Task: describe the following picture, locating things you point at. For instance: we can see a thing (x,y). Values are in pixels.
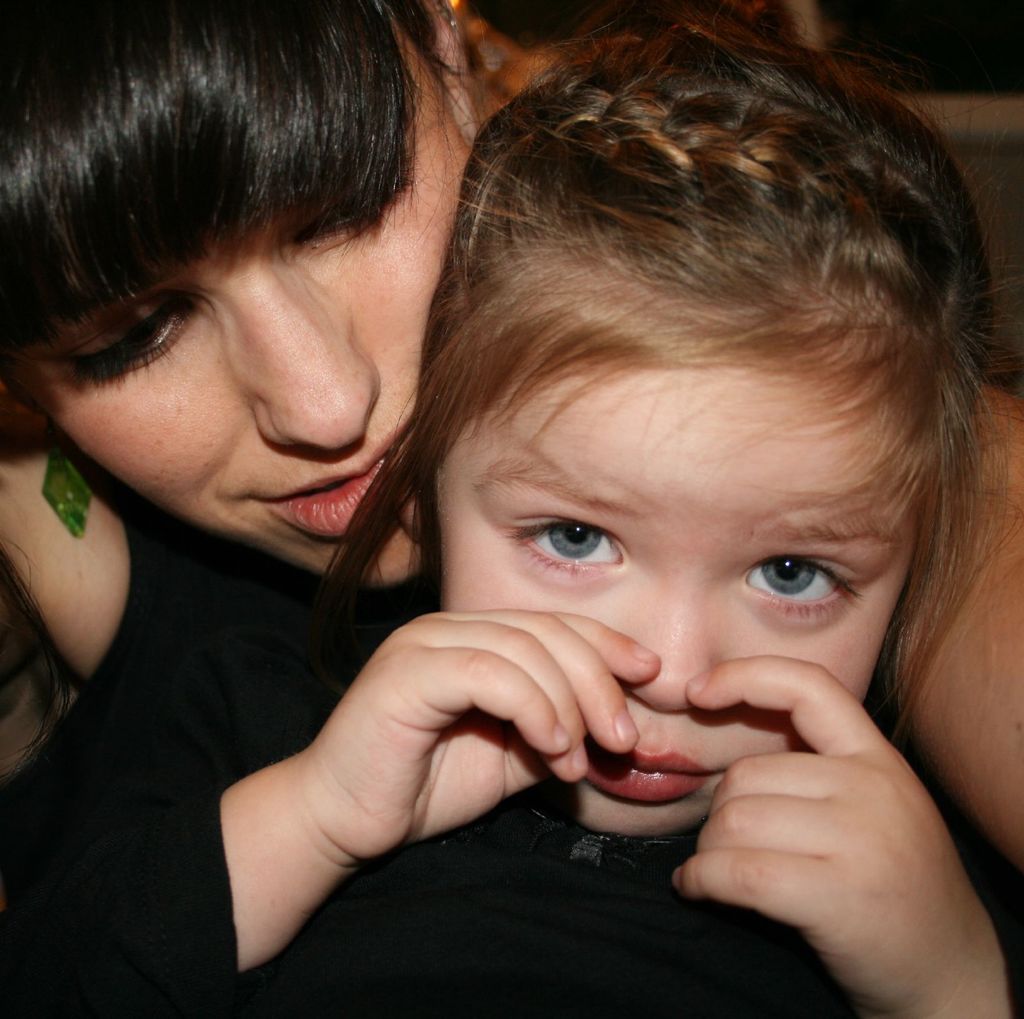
In this picture there are two persons (766,429). In the background of the image (978,188) it is blurry.
